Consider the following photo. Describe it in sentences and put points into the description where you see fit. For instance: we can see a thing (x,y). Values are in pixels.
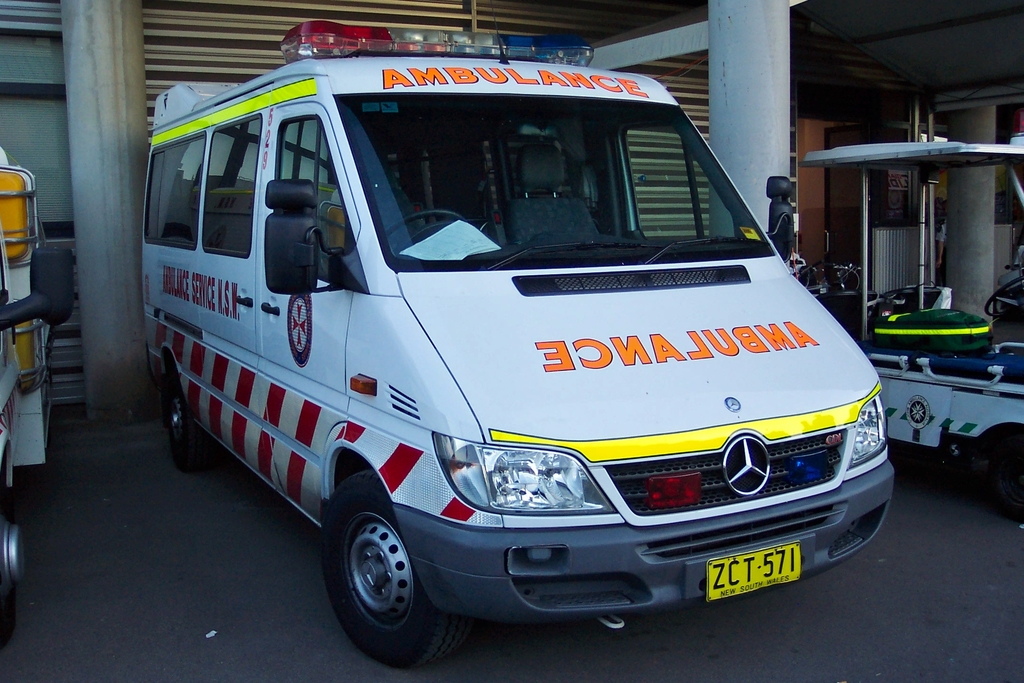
In this picture we can see a van (633,414) in the middle (585,438), on the right side (758,169) there is a pillar (773,167) and another vehicle (948,337), in the background (169,45) we can see a shutter (182,22) and a glass (32,111).
